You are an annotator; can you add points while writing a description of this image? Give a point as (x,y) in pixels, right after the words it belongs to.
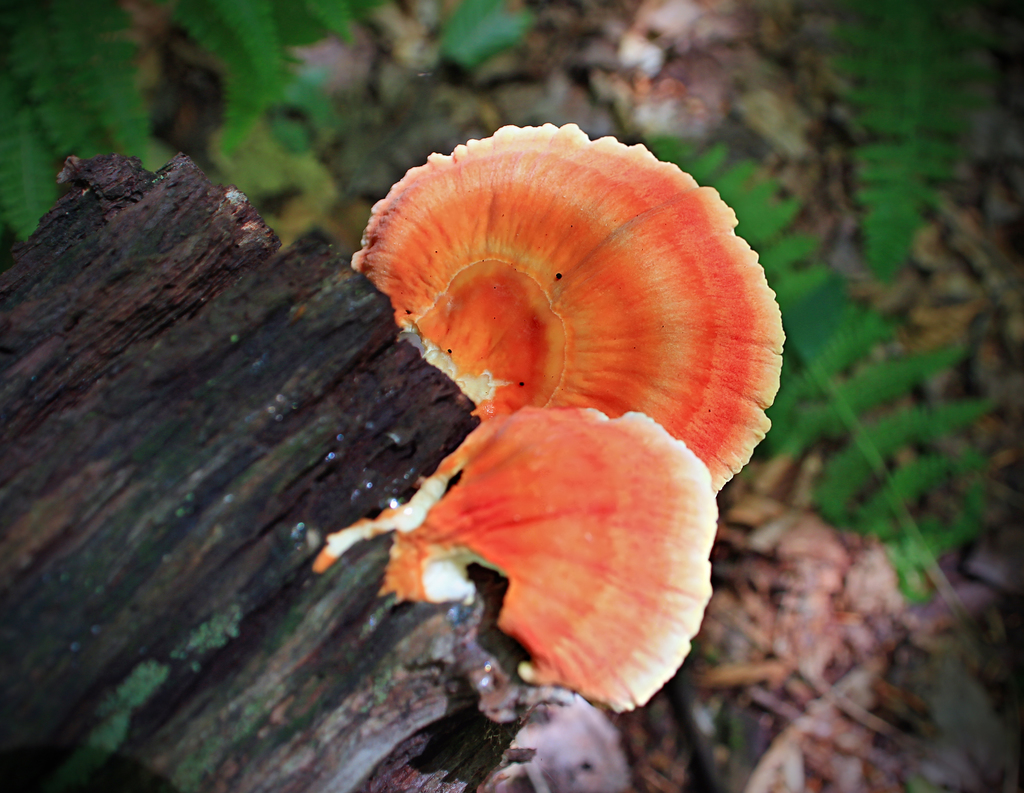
In this image there is a wooden material (176,423) having few mushrooms (543,394) on it. Behind it there are few leaves (740,205).
